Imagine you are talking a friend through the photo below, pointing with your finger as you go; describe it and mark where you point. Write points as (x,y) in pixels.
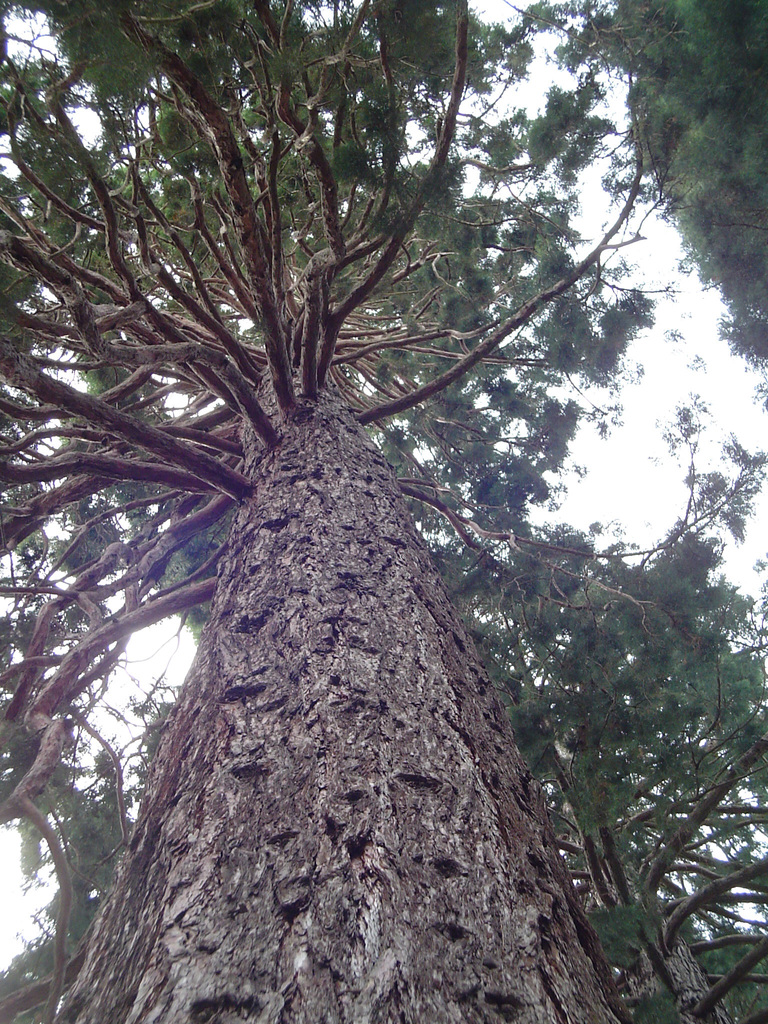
In this image we can see trees (388,1016), sky (579,452).
